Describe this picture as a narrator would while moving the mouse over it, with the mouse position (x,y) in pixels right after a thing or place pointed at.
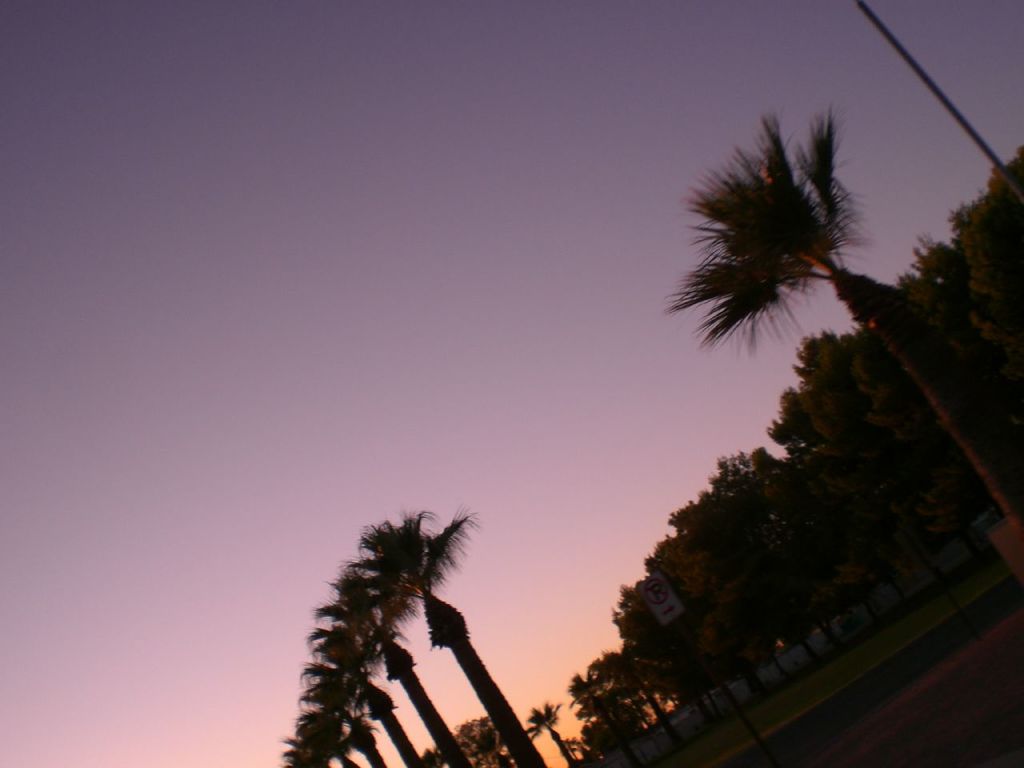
In this image there are some trees (693,539), grass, pole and board (675,599), and in the bottom right hand corner (925,713) there is sand (885,719). And at the top (504,219) there is sky (411,181).
